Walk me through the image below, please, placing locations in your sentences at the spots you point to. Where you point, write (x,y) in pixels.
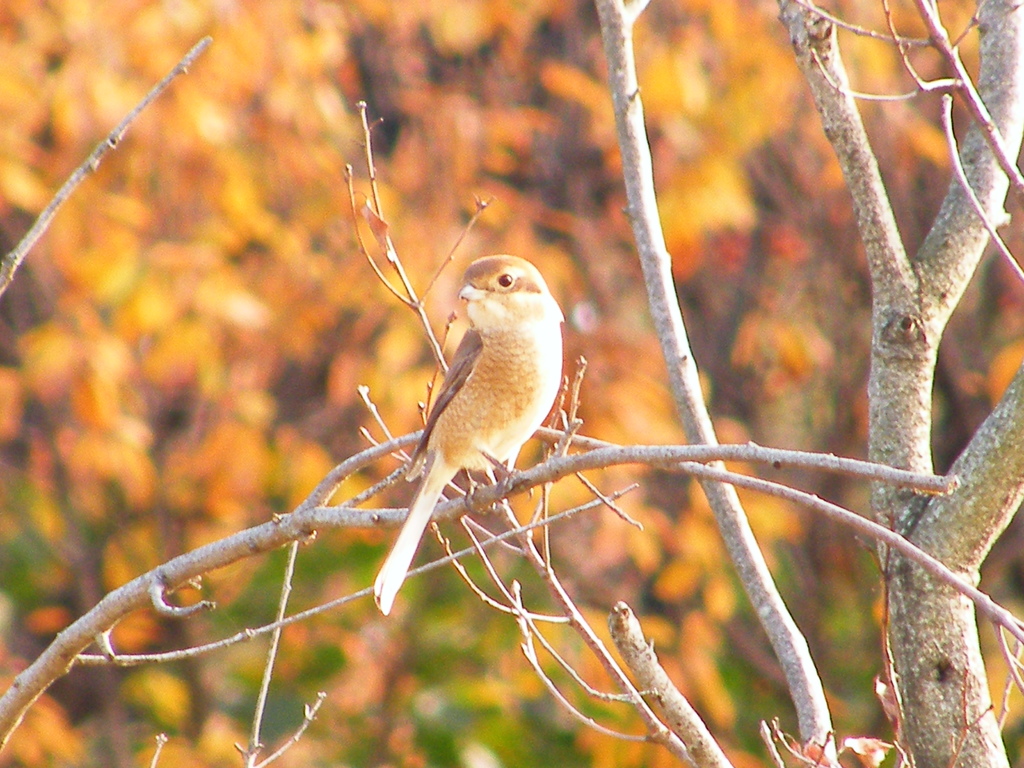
In the foreground of the picture (872,325) there is a tree (883,361), on the branches (454,496) of a tree (959,192), there is a bird (480,408) sitting. The background (193,592) is blurred.
